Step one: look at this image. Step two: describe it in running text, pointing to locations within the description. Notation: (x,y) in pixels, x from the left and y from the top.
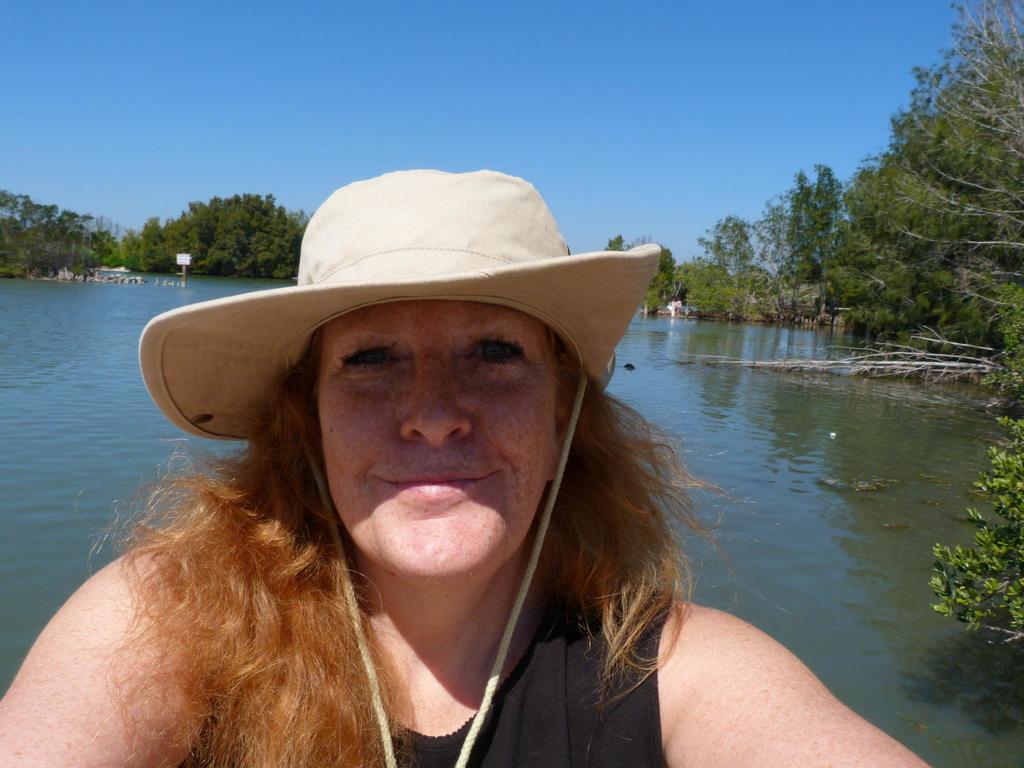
In this picture I can see at the bottom (532,574) there is a woman (461,539), she is wearing a hat (585,320). In the background (877,319) there is water (714,349) and there are trees (813,290), at the top (659,109) there is the sky (711,105).
